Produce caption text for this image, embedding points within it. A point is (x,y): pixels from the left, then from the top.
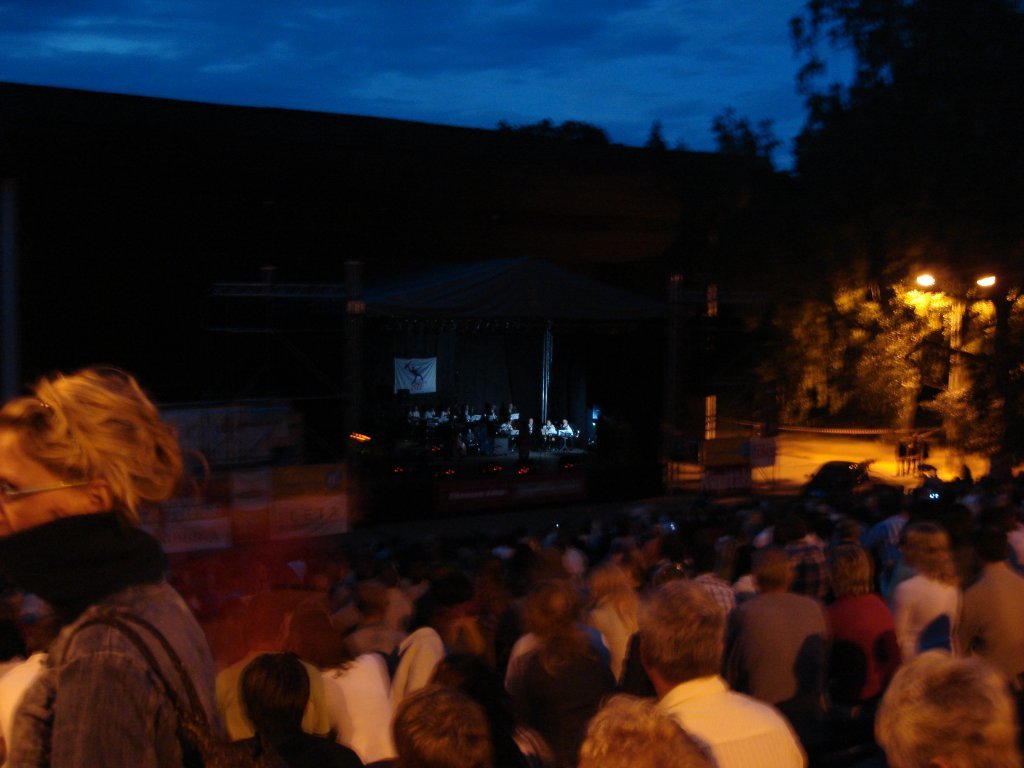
In this image we can see a group of persons (481,622). On the right side (957,411), we can see few trees (933,386) and a pole (958,379) with lights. The background of the image (742,245) is dark. At the top (581,88) we can see the sky (408,75).
